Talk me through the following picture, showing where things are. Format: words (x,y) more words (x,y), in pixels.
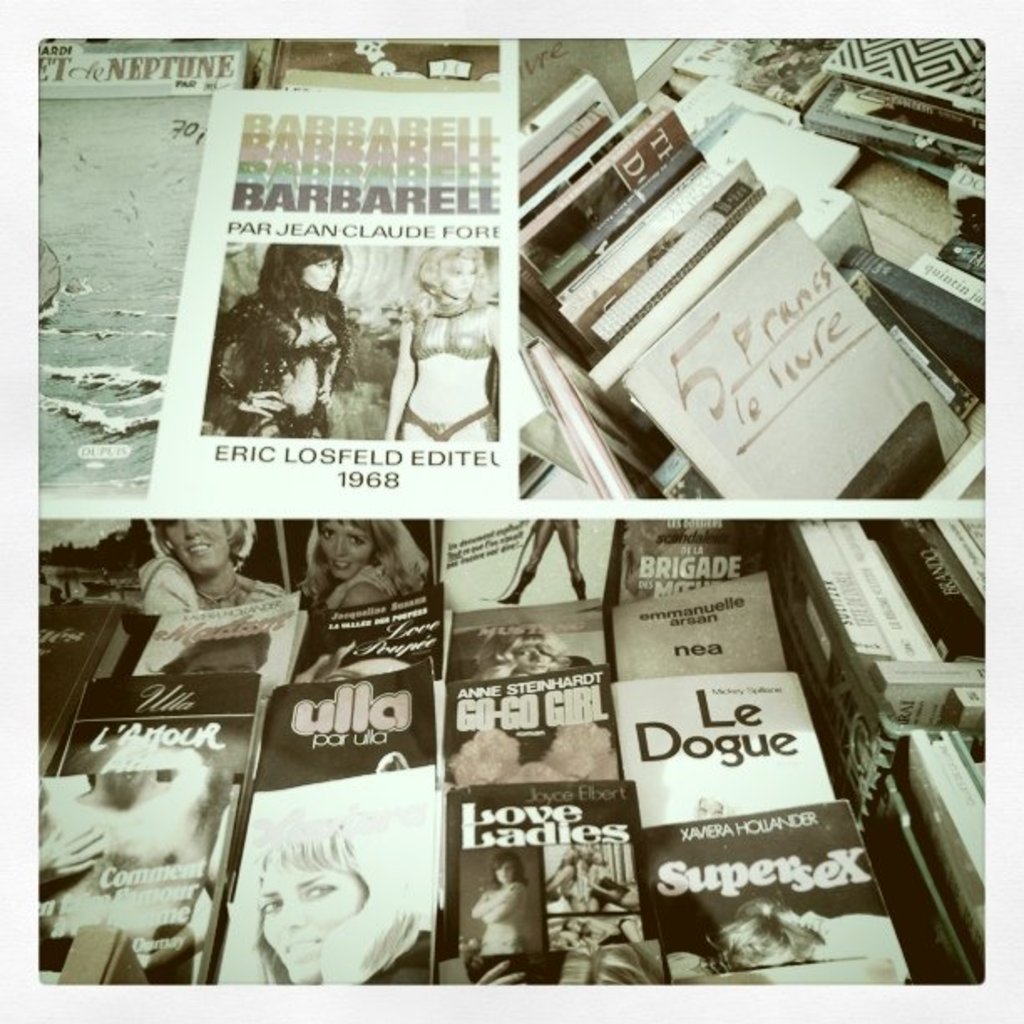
This image consists of books (186,795). On which there are pictures (262,414) along with the text (110,877).
